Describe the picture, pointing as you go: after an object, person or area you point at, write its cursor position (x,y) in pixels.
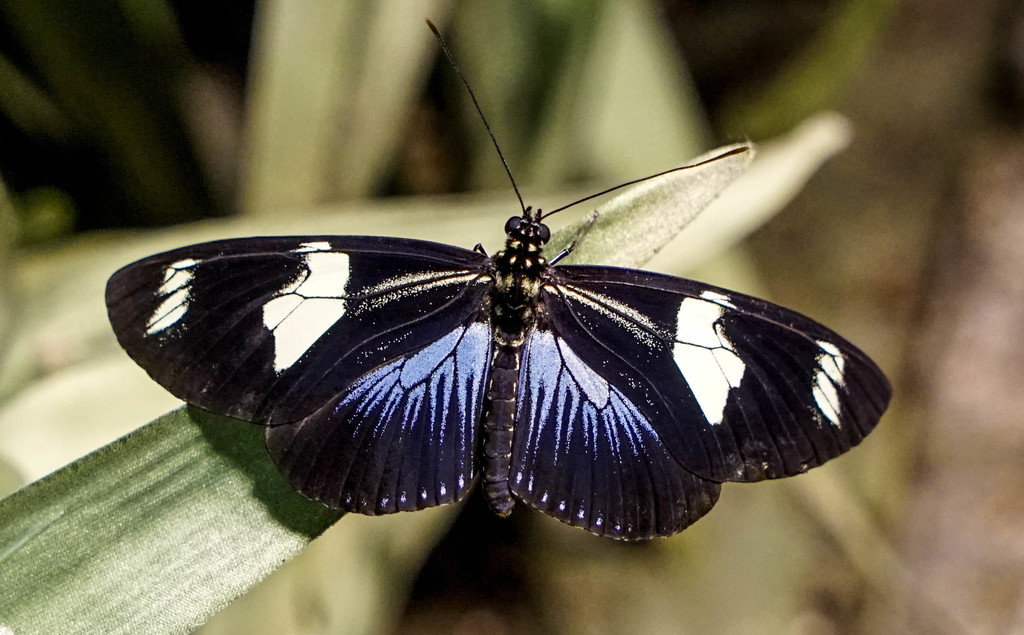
In this image we can see a butterfly (267,425) on the leaf (260,447).
